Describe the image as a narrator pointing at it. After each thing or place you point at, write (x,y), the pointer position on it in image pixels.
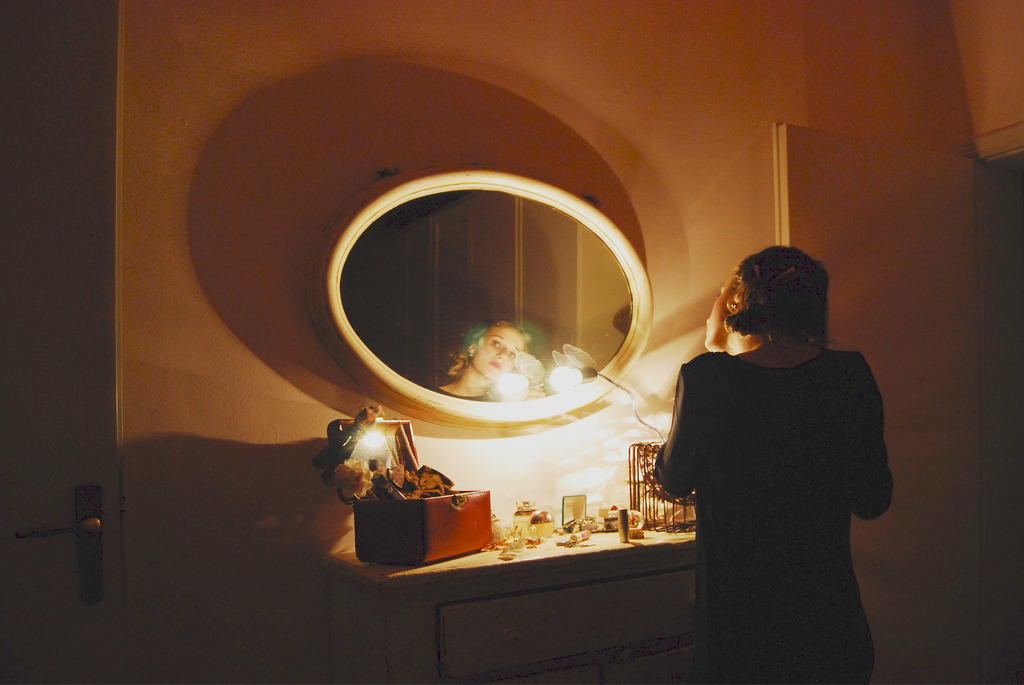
In this image, we can see a person (798,494). We can see the desk (443,570) with some objects (573,531) like a kit (433,532). We can see the wall (133,189) and a mirror (365,324). We can also see the reflection (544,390) of the person (822,285) in the mirror (492,350). We can see the door (825,165). We can also see an object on the left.
